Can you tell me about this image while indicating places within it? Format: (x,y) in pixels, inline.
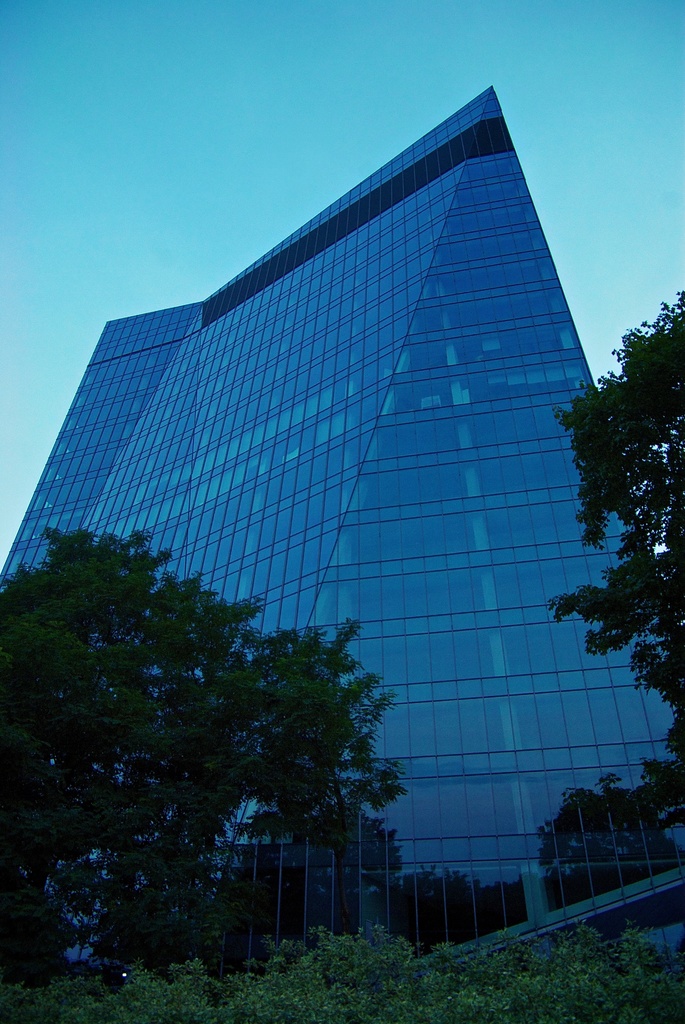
In the picture I can see a building (309,902) and trees (317,685). In the background (155,178) I can see the sky (183,159).
